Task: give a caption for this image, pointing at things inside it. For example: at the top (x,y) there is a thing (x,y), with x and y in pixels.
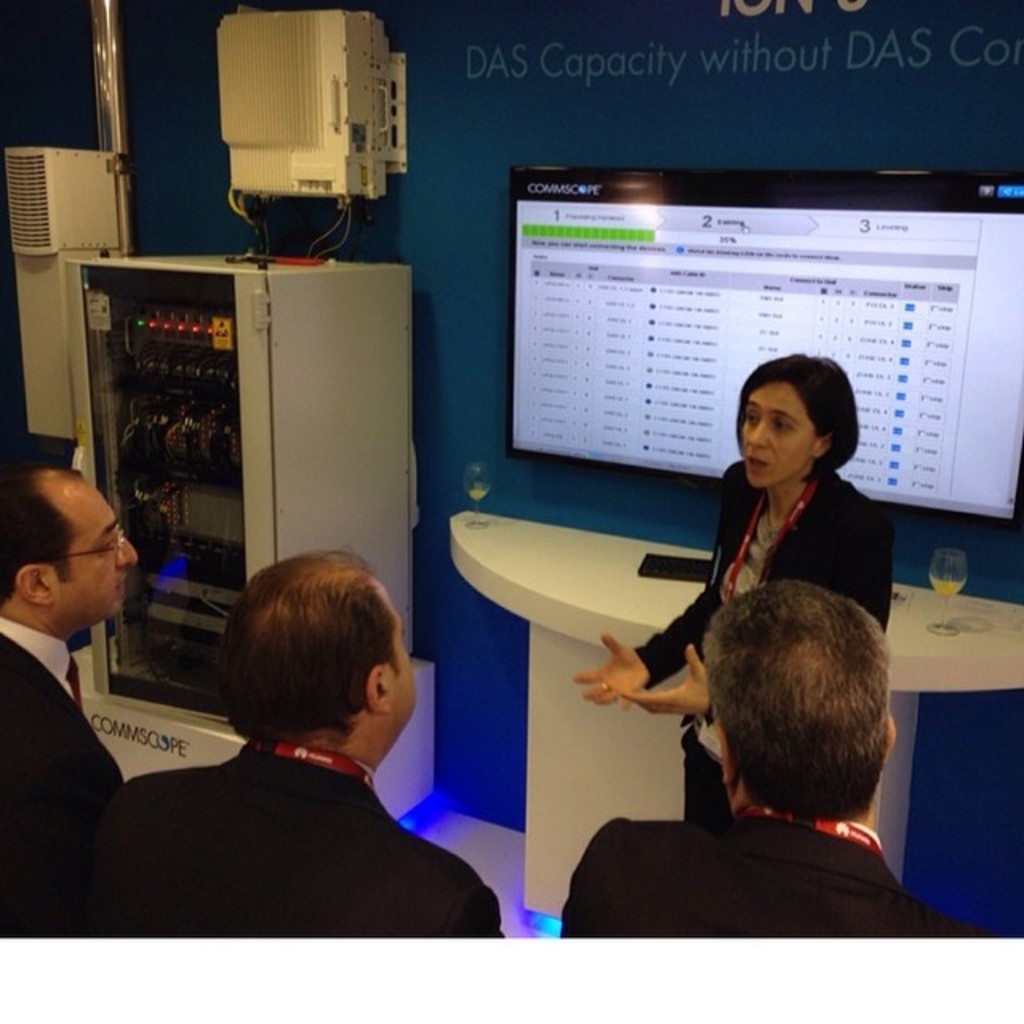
In this picture there is a woman (738,568) who is wearing blazer (824,566), t-shirt (754,553) and trouser (692,815). She is standing near to the table (992,660). On the table (1012,608) I can see the juice glasses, mouse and keyboard (645,565). At the bottom (638,846) there are three men (352,747) who are wearing the same dress (419,909). On the right (949,396) there is a television screen (968,403) which is placed on the wall (900,143). On the left (241,400) I can see some machine (279,448) near to the cooler (61,280).
